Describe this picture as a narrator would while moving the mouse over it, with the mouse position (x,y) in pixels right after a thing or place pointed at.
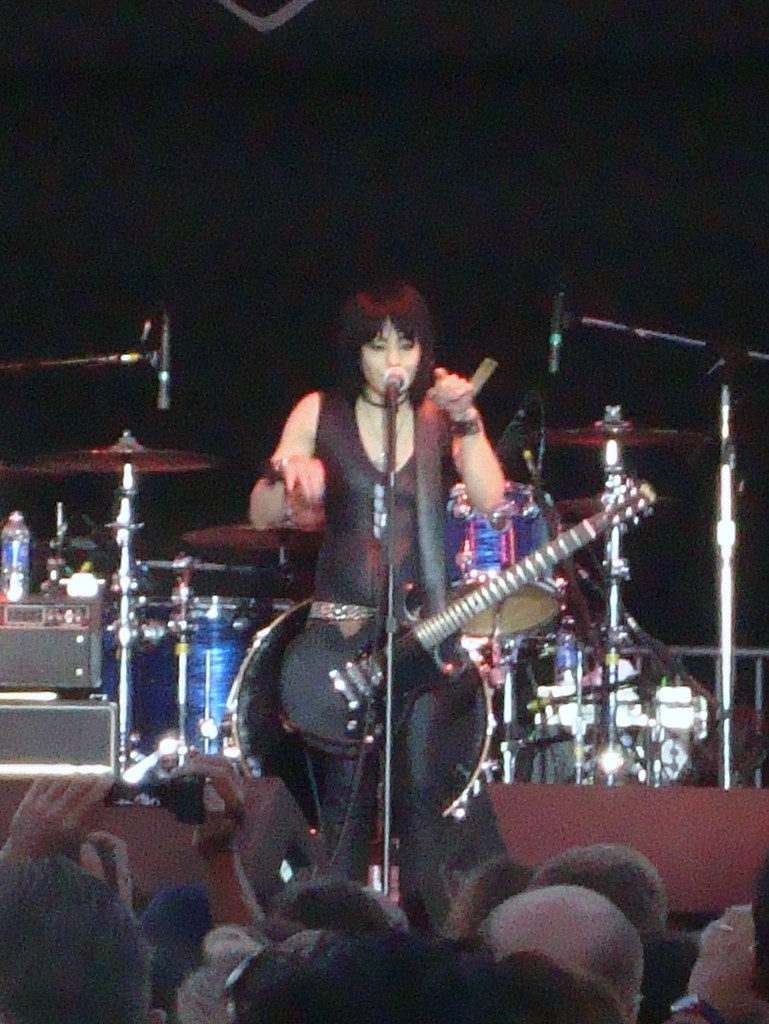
This image is clicked in a concert. There is woman (439,806) singing and playing guitar (292,695). In the background (43,586) there is a band setup (629,701). At the bottom (337,900) there are many people (394,986).
